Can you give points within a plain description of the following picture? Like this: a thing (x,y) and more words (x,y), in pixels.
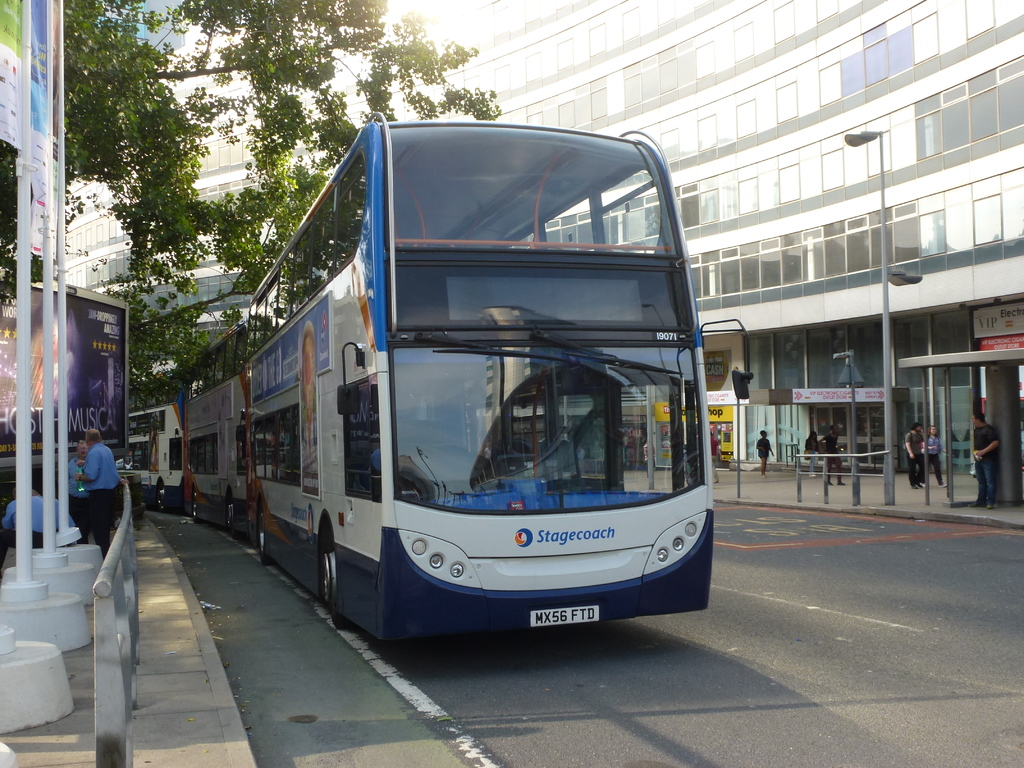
This image consists of buses (427,589) parked in a line. At the bottom (713,652), there is a road (688,634). To the right (878,57), there is a building (844,155) along with windows (878,349). To the left (184,372), there is a tree (10,262) and hoardings (104,427) along with pavement (152,736).
